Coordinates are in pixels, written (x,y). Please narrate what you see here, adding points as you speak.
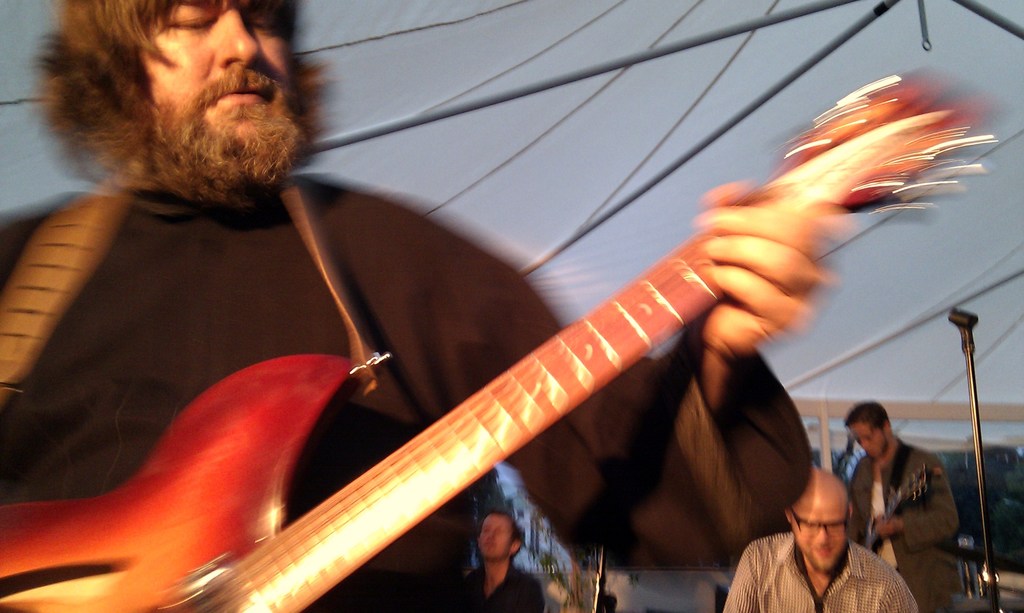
One person (173,298) wearing a black dress (183,329) is holding guitar (323,511) and playing it. It is looking like a tent (855,88). some persons (921,520) are behind him and playing instruments (901,494). And one mic stand (969,332) is over there.
